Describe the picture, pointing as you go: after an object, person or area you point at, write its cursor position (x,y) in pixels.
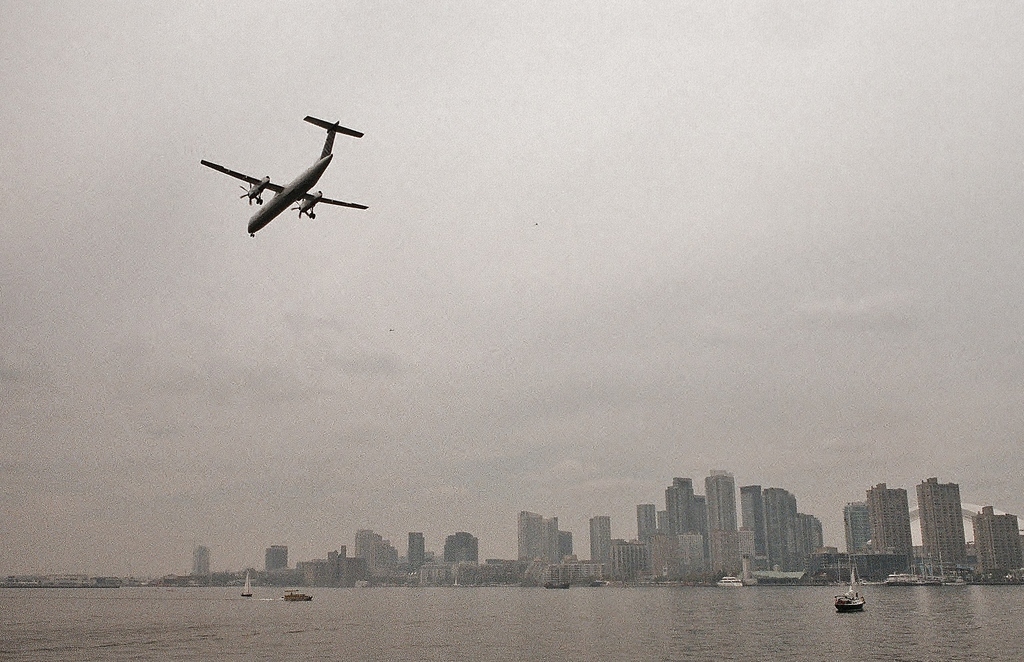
This picture is clicked outside. In the foreground (760,629) we can see the boats (728,585) and some other objects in the water body (432,619). In the background (474,400) we can see the sky (949,370), buildings (813,534) and some other objects (73,578). At the top (312,208) we can see an airplane (251,187) flying in the sky (328,220) and we can see many other objects (455,582) in the background (868,551).
